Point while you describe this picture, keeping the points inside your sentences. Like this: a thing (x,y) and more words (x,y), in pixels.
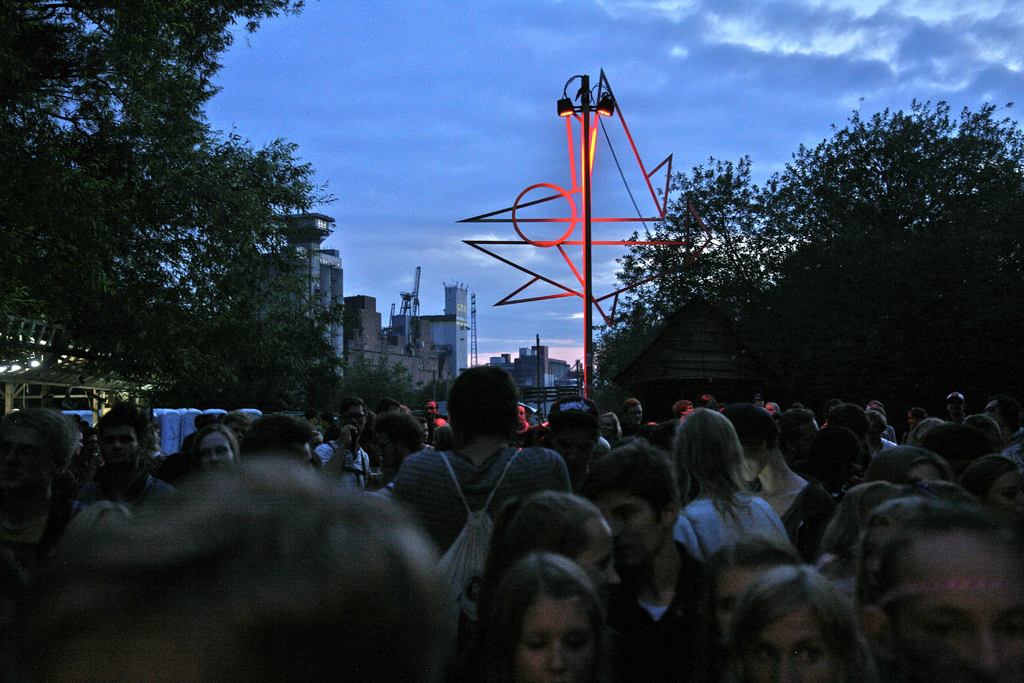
In this image, I can see a group of people (616,629) standing. There are trees (864,347), buildings (446,349) and a pole (585,387) with lights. In the background (375,82), there is the sky (517,74).
